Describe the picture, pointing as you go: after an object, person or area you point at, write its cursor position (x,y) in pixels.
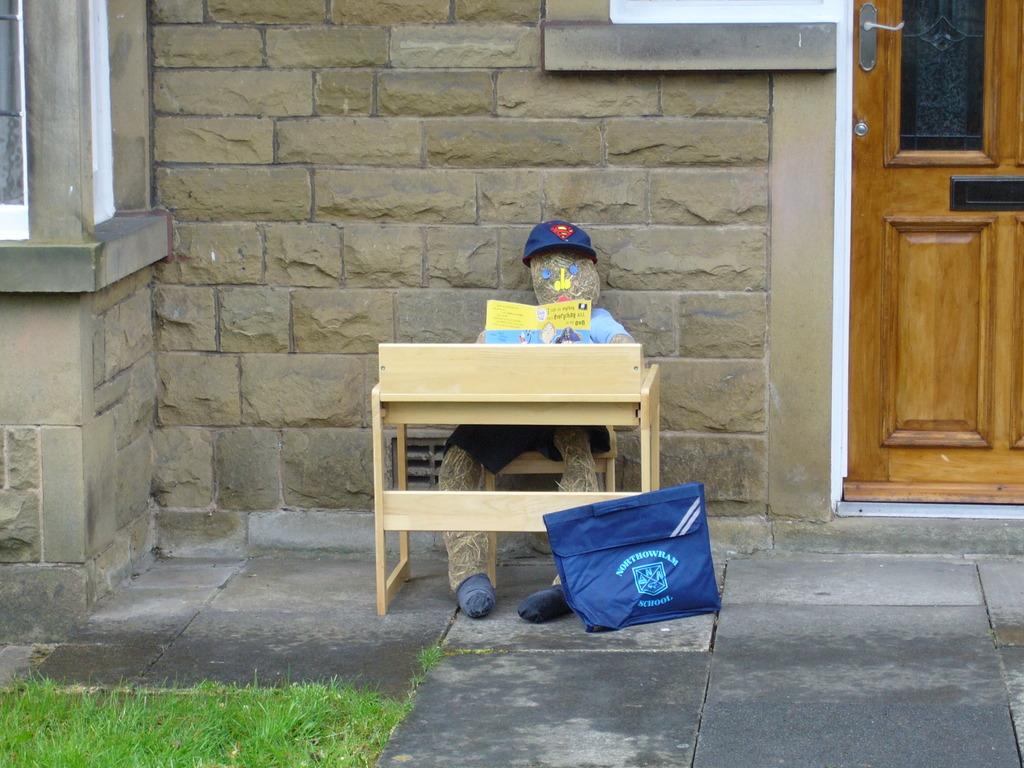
In this picture we can see a house (747,356), in front of the house (746,406) we can see a person like toy (558,269) is placed behind the table (596,359) along with book (535,327), we can see a bag (635,585) and some grass (172,703).
